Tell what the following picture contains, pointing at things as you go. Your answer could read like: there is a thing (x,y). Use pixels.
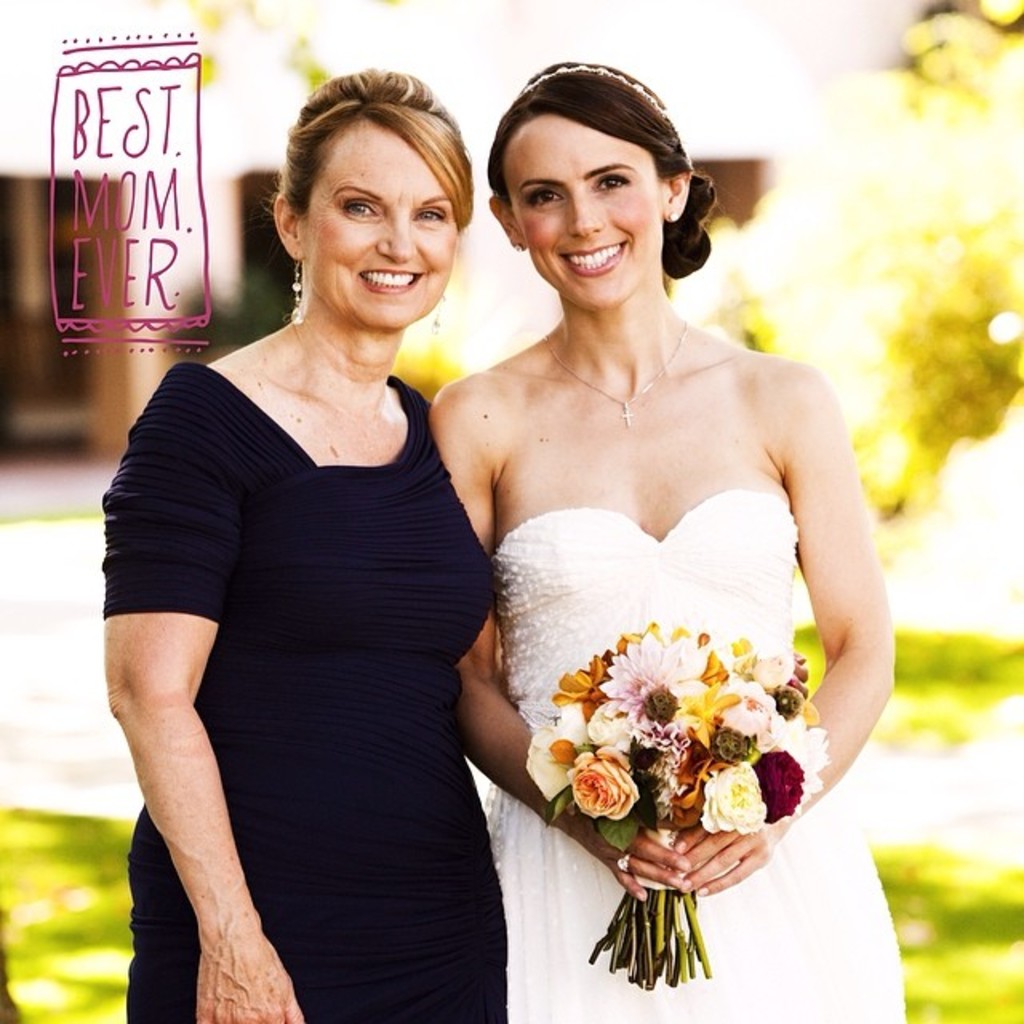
In this image, we can see two women (532,216). On the left side (243,440), we can see a woman (251,464) wearing a black color dress (399,500). On the right side (742,457), we can see another woman (749,590) white color dress (749,621) and holding flowers (674,731) in her hand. In the background (934,120), we can see trees (969,244) and some text (155,160) written on the image.
